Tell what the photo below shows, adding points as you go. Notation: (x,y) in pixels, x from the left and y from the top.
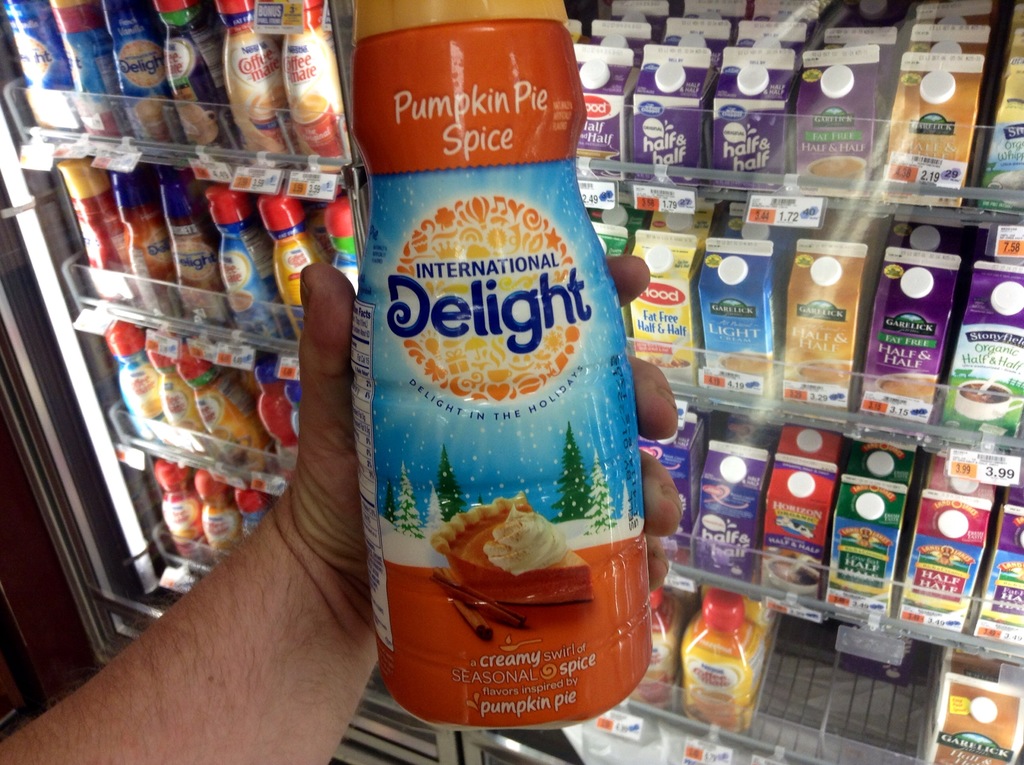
In the image I can see the person (290,729) is holding the bottle (418,127). In front I can see few colorful bottles (87,80) and few objects (982,311) on the racks (931,738).
